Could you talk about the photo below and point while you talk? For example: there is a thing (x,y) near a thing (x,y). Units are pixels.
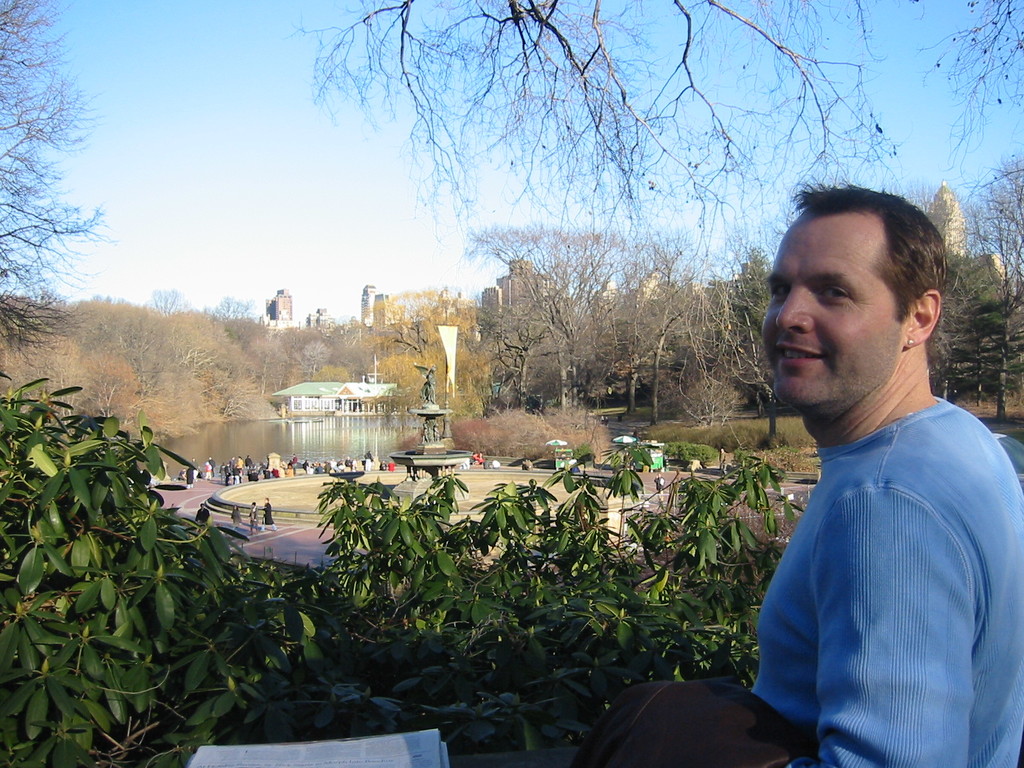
In this image in the front (843,538) there is a man (854,591) sitting and smiling and in the center (371,498) there are plants (365,567). In the background (317,467) there are persons (336,466) walking and there are trees (517,393), there is water (328,431) and there are buildings (371,304).
